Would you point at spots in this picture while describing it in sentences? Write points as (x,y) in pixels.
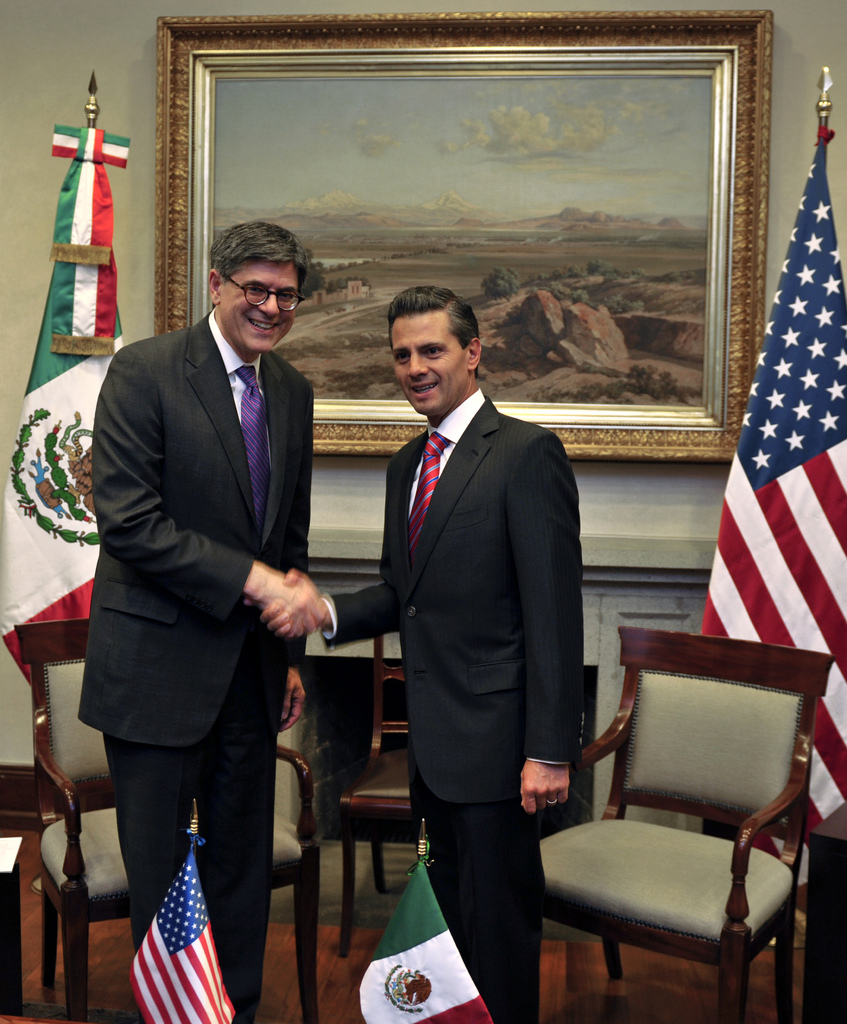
In this picture we can see two men (465,575) are greeting each other and also we can see a chair (745,804), flag (748,570) and a wall frame (468,210).
